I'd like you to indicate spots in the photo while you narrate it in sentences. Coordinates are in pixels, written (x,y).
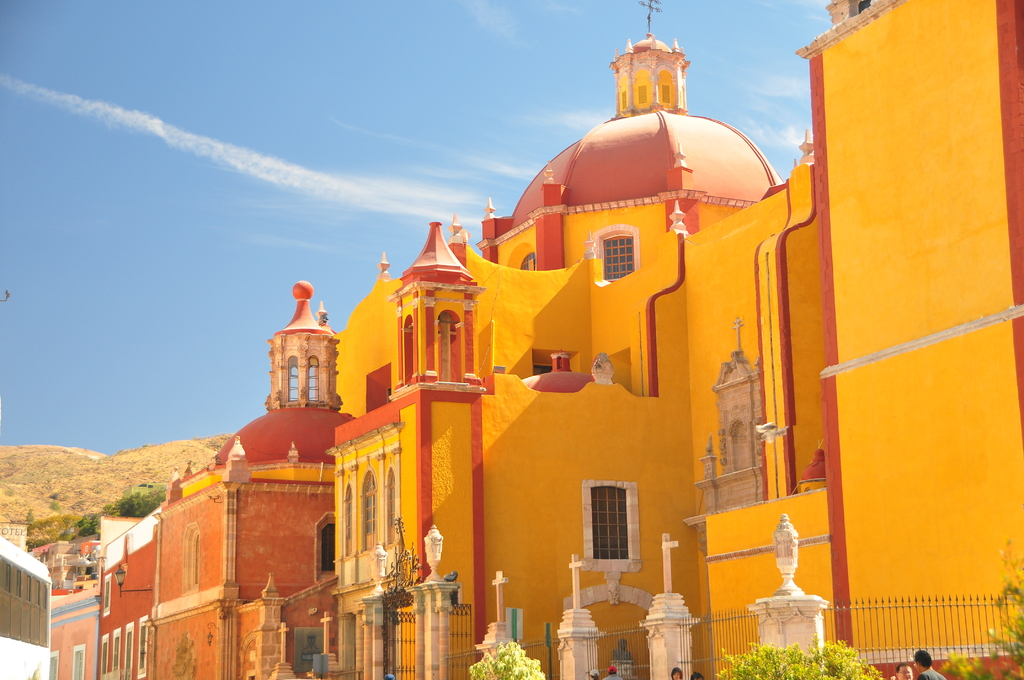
In the picture I can see the church construction (733,379) and there is a dome construction (643,127) at the top of the church (728,128). I can see the metal grill fence (931,608), trees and a few persons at the bottom of the picture (779,660). It is looking like a bus (38,583) on the bottom left side of the picture (23,580). In the background (133,471), I can see the hills (166,446). There are clouds (336,190) in the sky (390,108).
